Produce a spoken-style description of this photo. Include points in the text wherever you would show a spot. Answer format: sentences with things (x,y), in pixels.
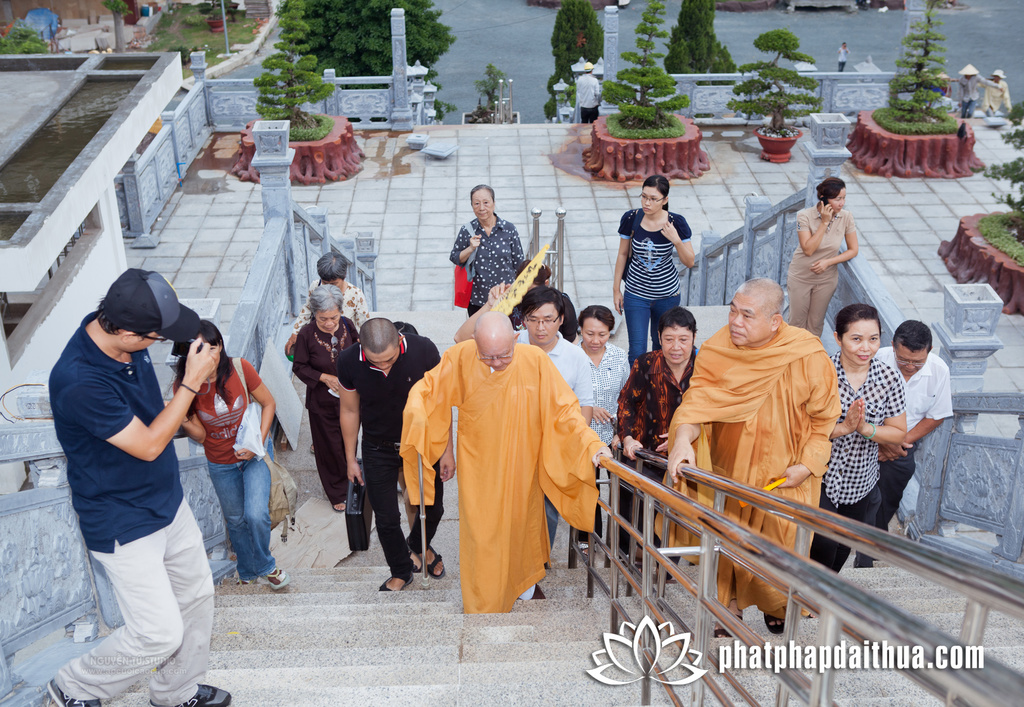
In this image, we can see a group of people (638,261) are on the stairs (478,617). Few are holding some objects (426,574). Here we can see railings (716,556), rods (788,578) and watermark (829,653) in the image. Top of the image (294,184), we can see plants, wall (96,256), pole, few people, pillars (280,190) and some objects (929,153).
